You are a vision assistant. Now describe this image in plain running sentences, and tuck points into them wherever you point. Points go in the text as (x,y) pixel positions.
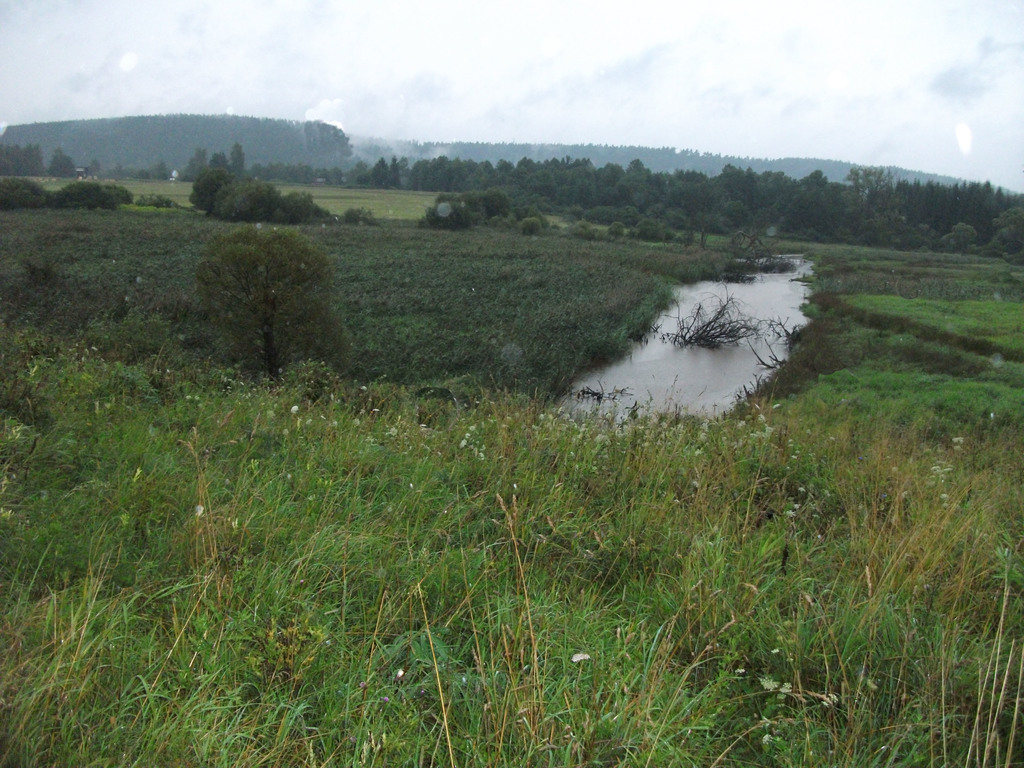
In this image we can see group of plants (482,486), trees (238,333) and a pond (722,349) with water (665,377). In the background (855,181), we can see some trees (231,156), mountain (387,155) and the sky (662,64).
